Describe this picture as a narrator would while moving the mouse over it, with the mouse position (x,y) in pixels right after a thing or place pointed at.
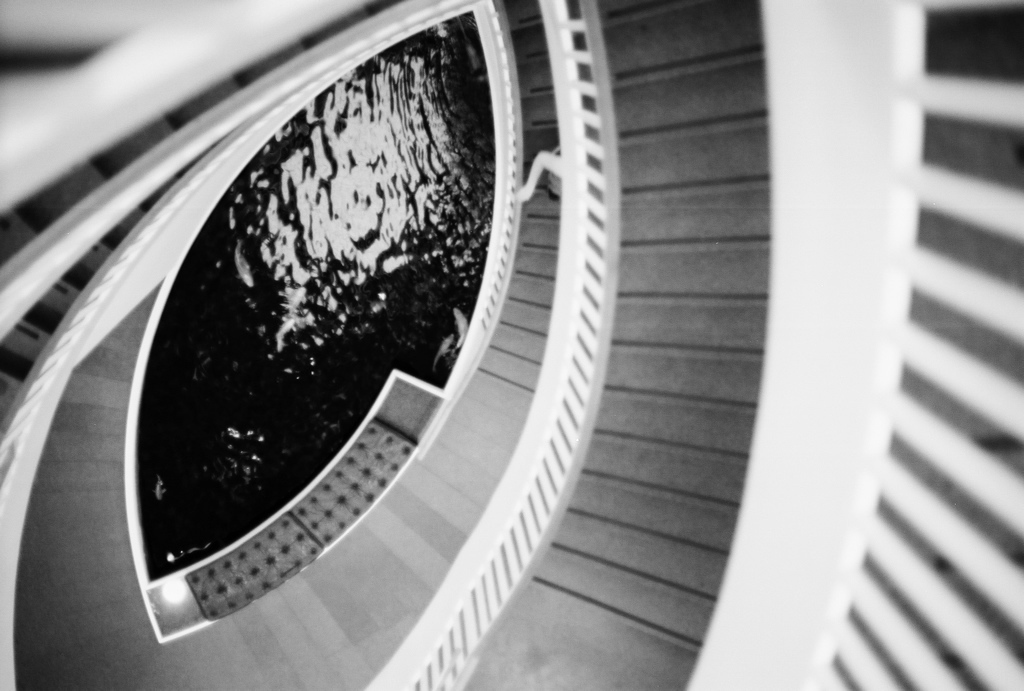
It is a black and white image, there are stairs (688,25) and under the stairs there is a pond (407,360), the picture is captured from the top.
